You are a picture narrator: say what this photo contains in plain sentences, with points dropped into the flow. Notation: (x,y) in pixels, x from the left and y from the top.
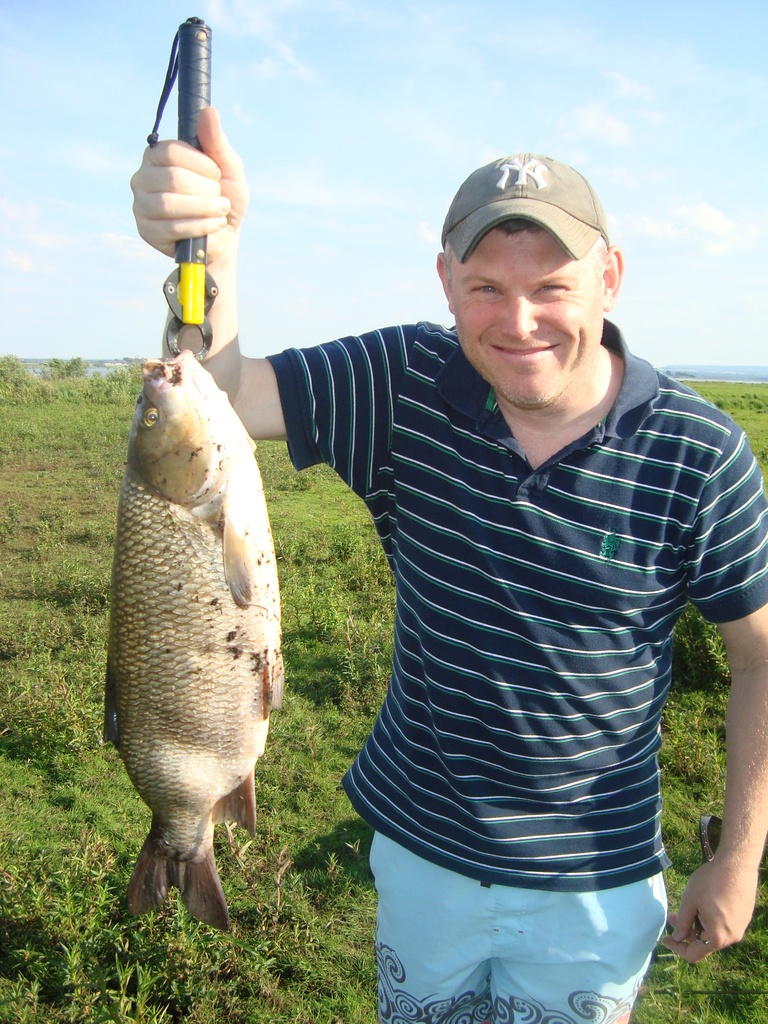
There is a person (530,473) wearing a cap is standing and holding a fish (231,518) with some tool (203,303). In the back (162,302) there is sky (385,124). On the ground (50,612) there are grasses (333,684).
